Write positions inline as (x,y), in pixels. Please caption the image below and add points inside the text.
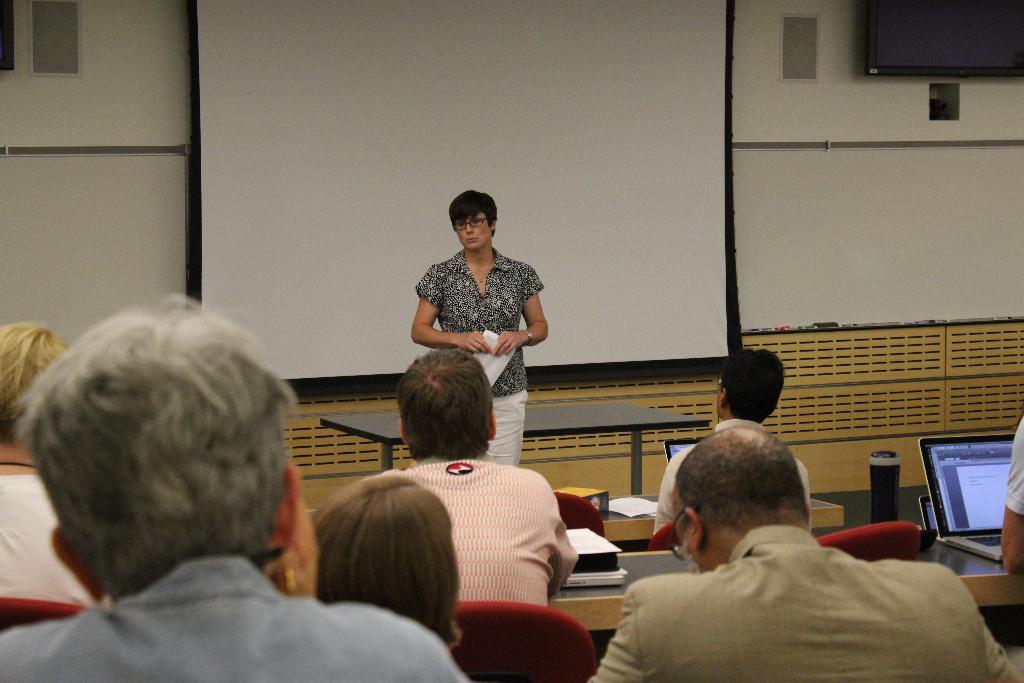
The picture is taken in a room (928,375). In the foreground of the picture (374,525) there are people (939,599), chairs (507,607), benches (641,570), books (602,568), laptops (967,490) and bottle (871,478). In the center of the picture (504,307) there is a woman (501,401) and table (571,407). In the background (335,121) there is projector screen (588,172). On the top right (873,43) there is television (884,50). The wall (134,88) is painted white.
